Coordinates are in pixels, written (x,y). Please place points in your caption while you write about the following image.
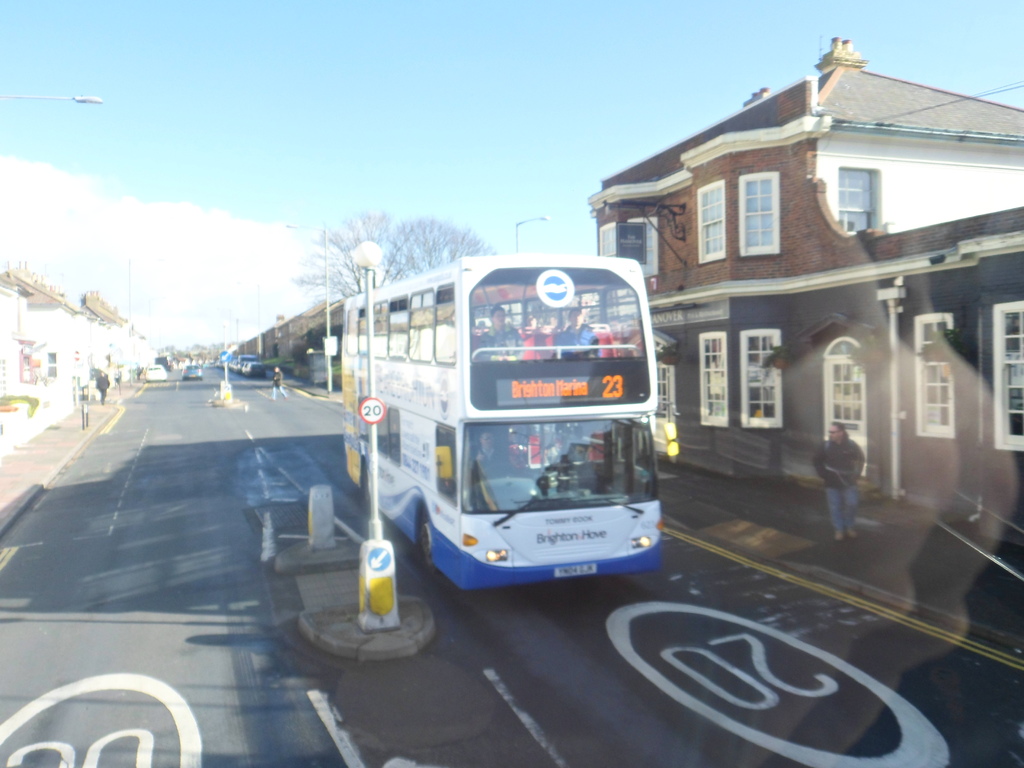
In the image we can see there are many vehicles (349,398) on the road (190,565) and in the vehicle (461,361) there are people (500,331) sitting. This is a road (184,642), pole (369,346), building (936,328), the windows (762,227) of the building (763,387), tree (427,251), light pole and a cloudy pale blue sky (167,178). We can see there are even people (842,466) walking and some of them are standing, they are wearing clothes (846,451) and these are the electric wires (968,100).
